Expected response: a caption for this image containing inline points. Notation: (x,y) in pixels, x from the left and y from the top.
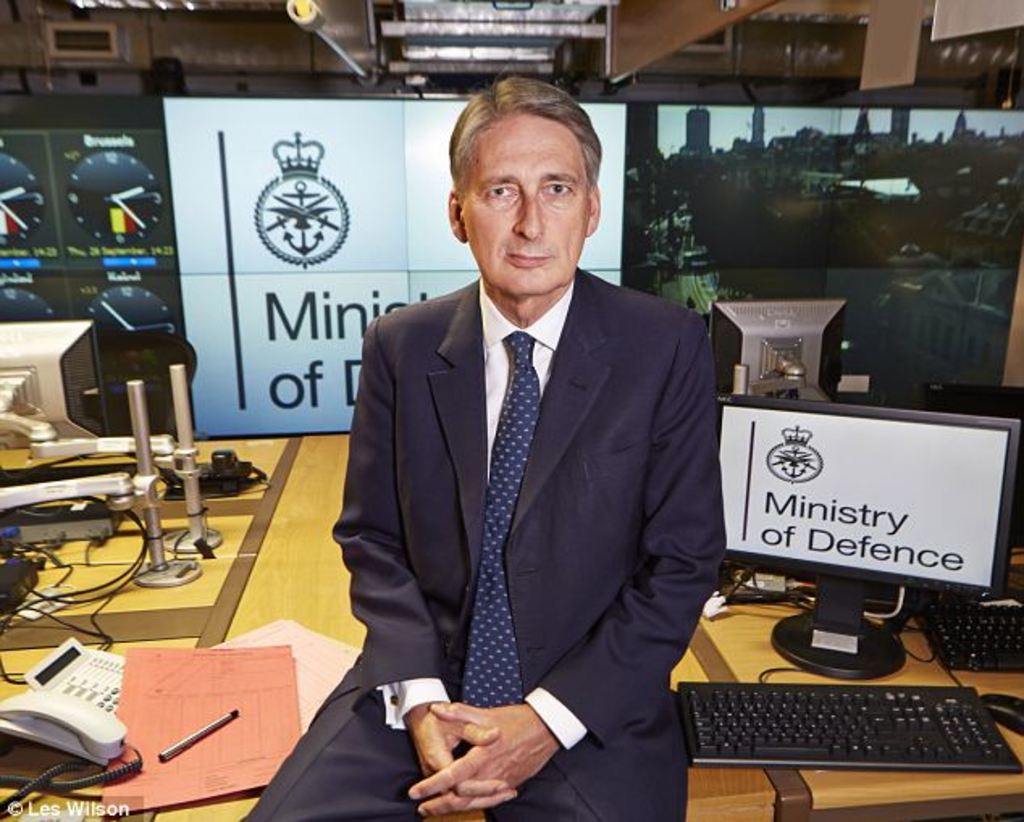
In this image, we can see a person (492,373) wearing clothes (508,448) and sitting on the table (704,798). This table (762,793) contains monitor (846,526), keyboards (811,741), stands (196,479), telephones (77,712), file (170,714) and pen (217,729). There is a screen (212,188) in the middle of the image (359,316). There are clocks (110,187) on the left side of the image (127,254).
